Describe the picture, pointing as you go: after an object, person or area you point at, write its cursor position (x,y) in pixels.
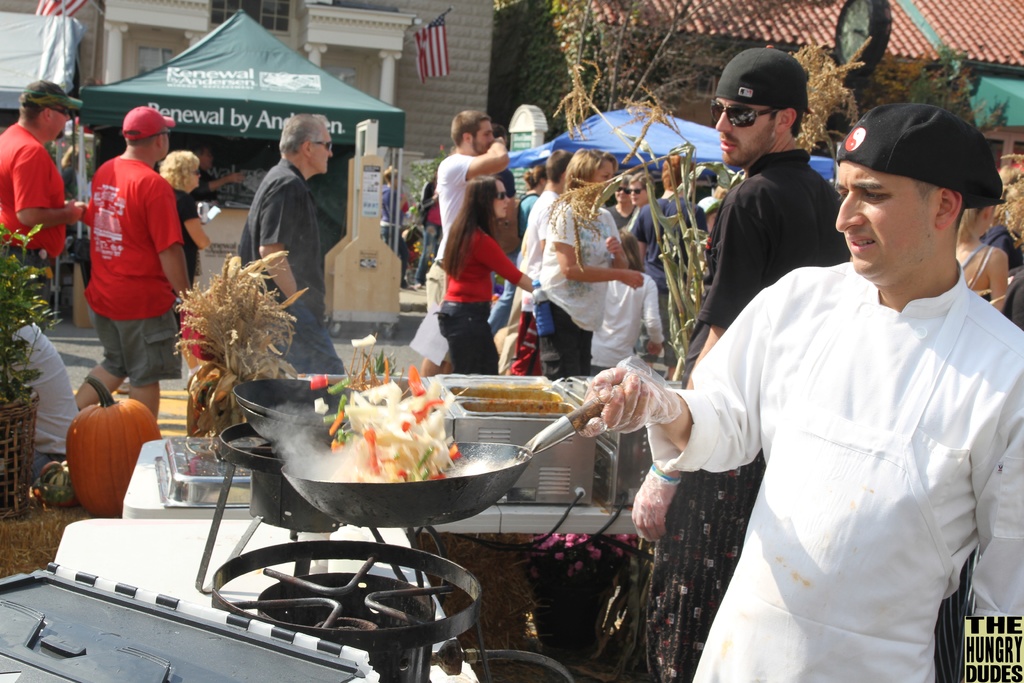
In this image there are group of persons (169,181) walking on the road (76,344), there are tents (262,121), there is text (234,119) on the tent (279,74), there are persons (956,272) truncated towards the right of the image (954,284), there is a person (836,367) holding a wok (377,487), there are objects (533,429) on the table (142,519), there is an object (255,647) truncated towards the bottom of the image (194,640), there is text (995,633) towards the bottom of the image (999,659), there is a plant (28,397) truncated towards the left of the image (18,292), there is a pumpkin (103,447) on the ground (63,528), there is a person (60,410) truncated towards the left of the image (64,354), there are flags (424,45), there is the wall (416,105), there is roof (749,18) truncated towards the top of the image (755,10).
